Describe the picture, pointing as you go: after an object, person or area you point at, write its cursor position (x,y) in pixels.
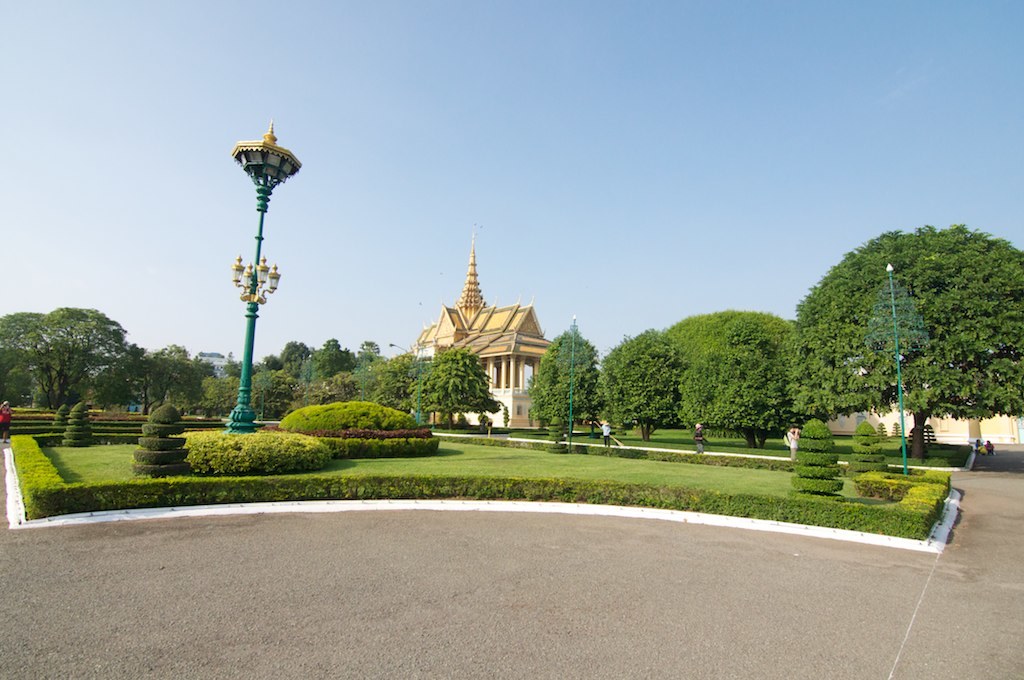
In this image I can see the road (438,616). I can see the plants (256,457). In the background (492,400), I can see the trees (594,399), a house (503,374) and the sky (597,136).
